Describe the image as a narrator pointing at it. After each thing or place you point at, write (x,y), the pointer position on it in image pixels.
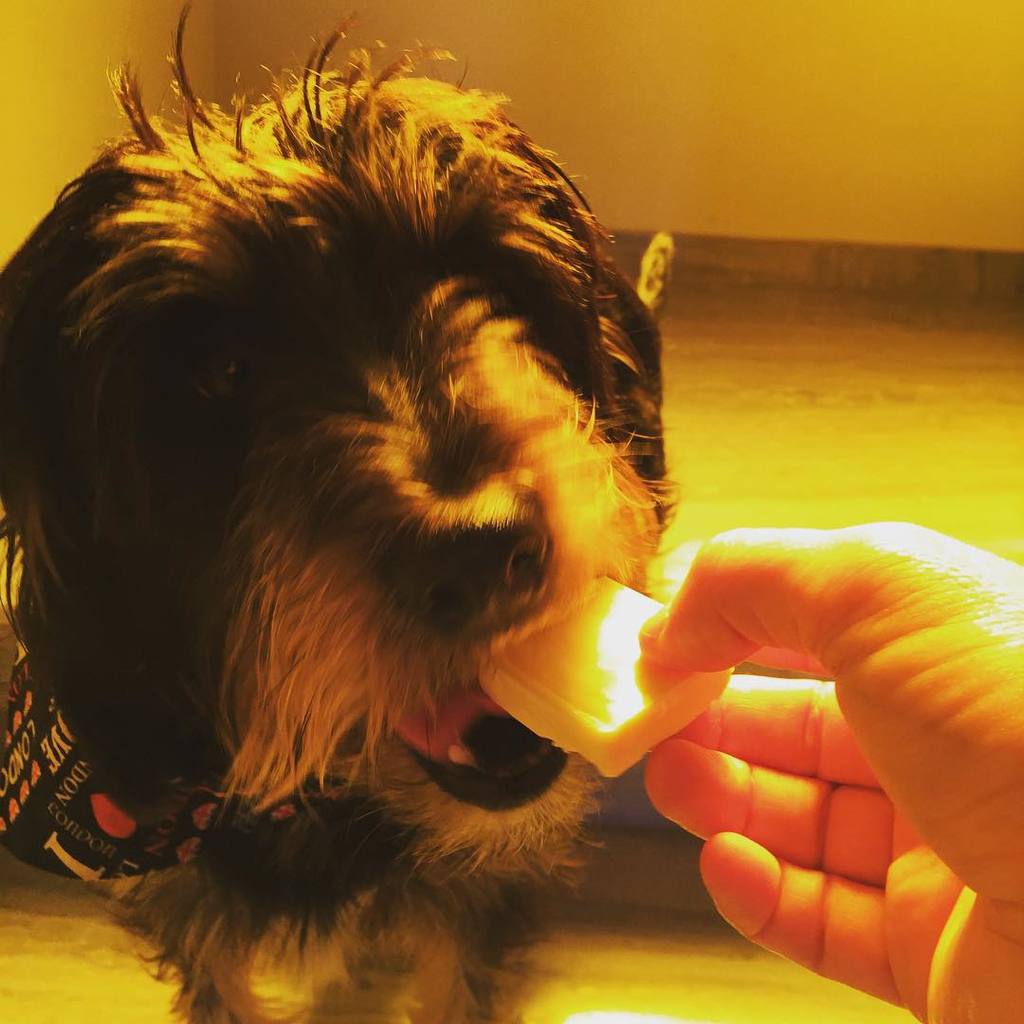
In this image there is a dog (257,492) sitting on the floor (1016,556). Right side (818,732) a person's hand (810,629) is visible. He is holding some food (545,683) and he is feeding the dog (488,610). Background (19,180) there is a wall (1004,93).
